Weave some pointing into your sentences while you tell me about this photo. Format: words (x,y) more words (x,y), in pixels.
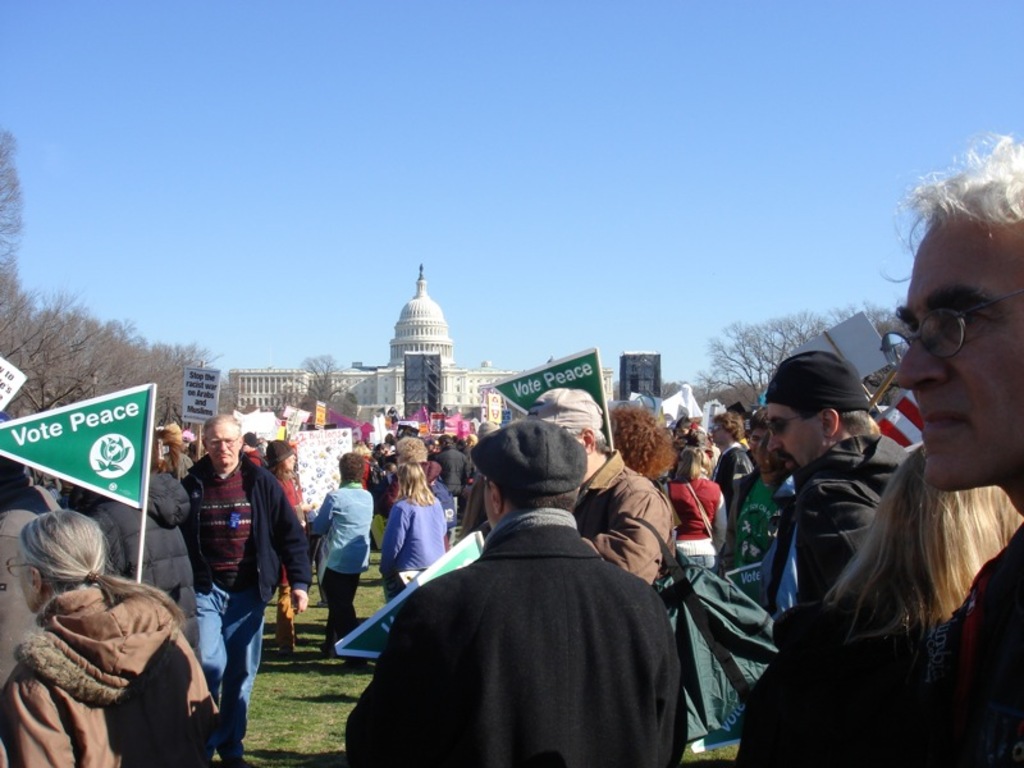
In this image, we can see some people (974,608) standing and they are holding posters (135,492). We can see a building (389,379) and there are some trees (12,361). At the top (480,115) we can see the sky (495,83).
